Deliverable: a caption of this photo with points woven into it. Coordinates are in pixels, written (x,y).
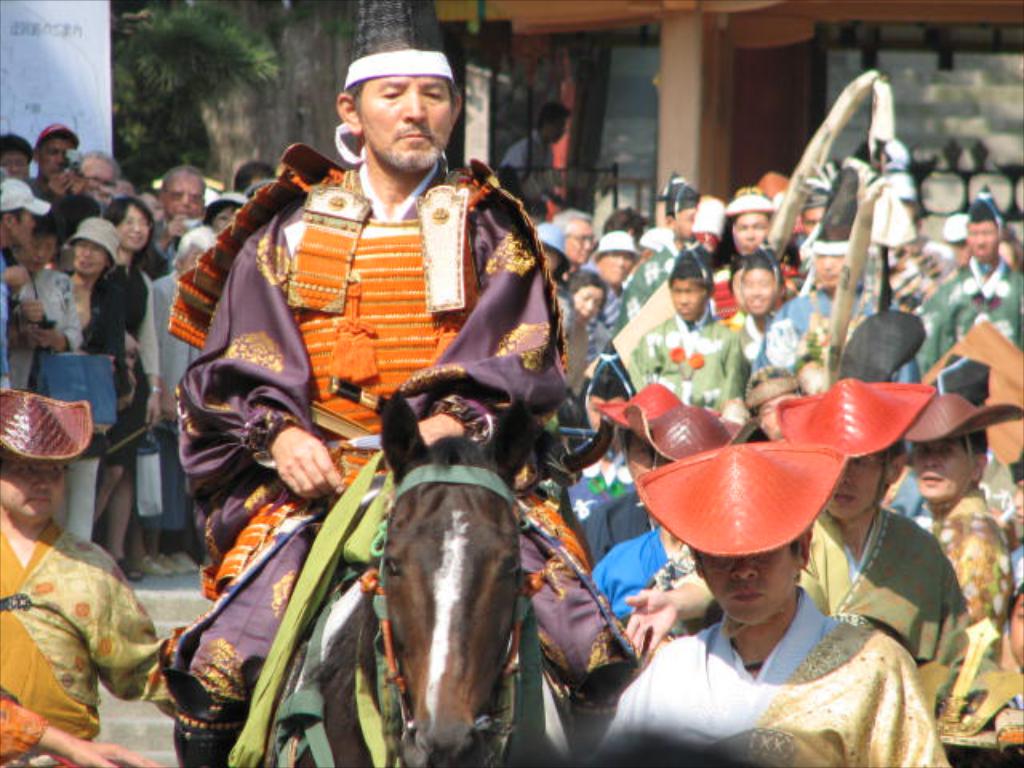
In this image i can see a man (392,327) sitting on a horse (402,632) and few people (861,634) beside the horse (366,631). In the background (94,336) can see a number of people (82,300) standing and watching the person (557,356) on the horse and trees (250,52) and a building (694,59).
